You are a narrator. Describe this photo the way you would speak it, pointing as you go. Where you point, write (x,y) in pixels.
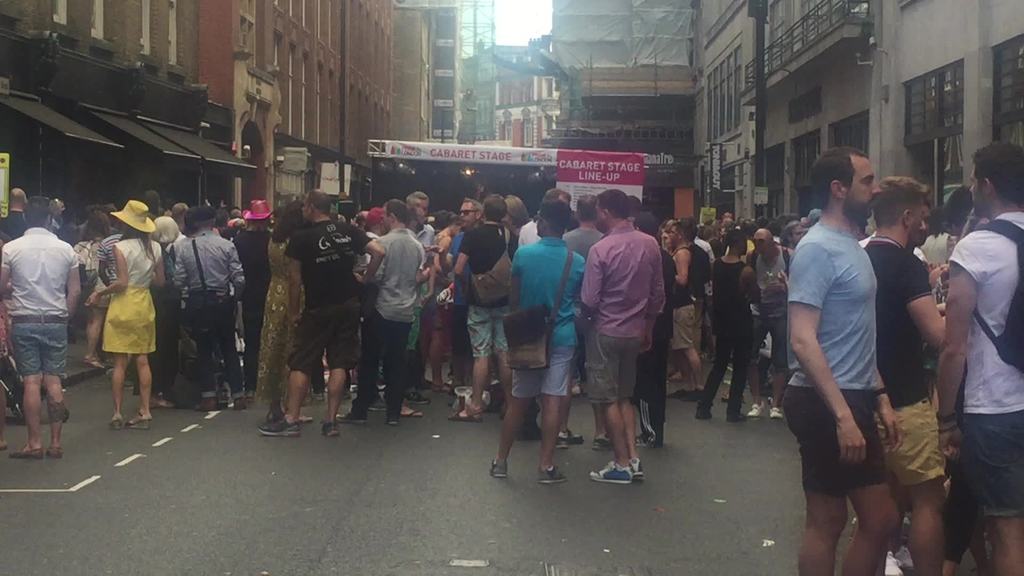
In this image we can see so many buildings (574,78), some banners (419,150), one name board (590,159) with some text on it, some poles (346,74), so many people (584,257) are standing on the road (761,467) and some people (988,373) are wearing bags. Some people (767,299) are holding different kinds of objects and at the top (509,14) there is the sky (522,17).
